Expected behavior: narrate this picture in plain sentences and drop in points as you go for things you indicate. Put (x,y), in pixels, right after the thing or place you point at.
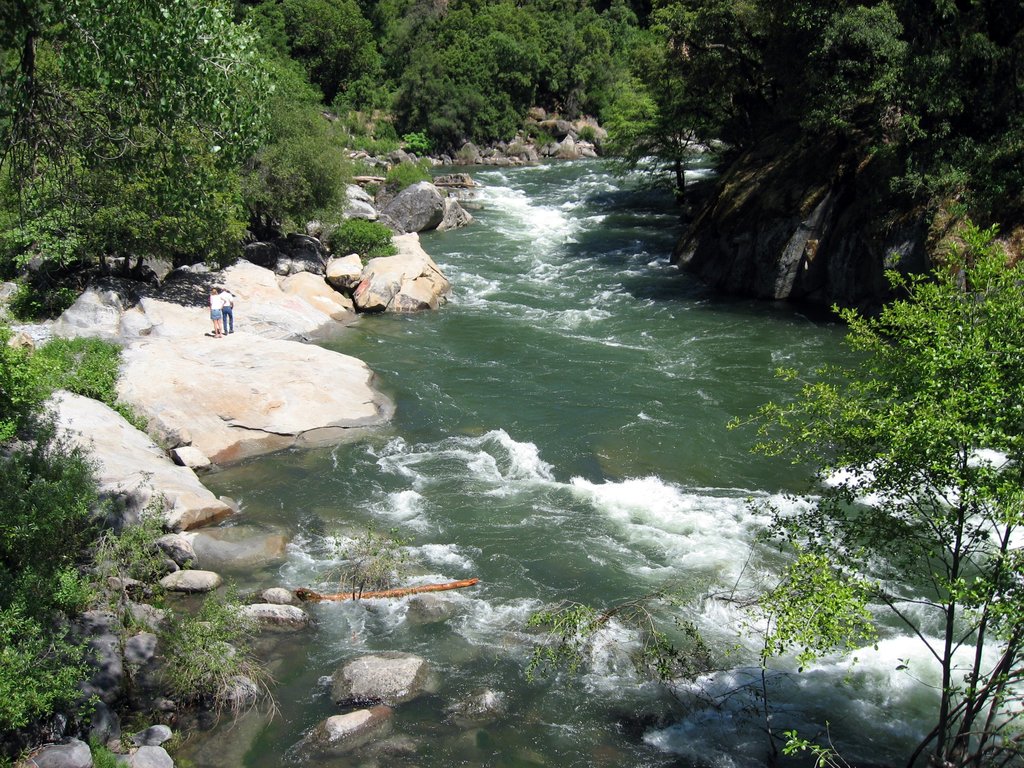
In this picture there is flowing water (478,320) at the center of the image (618,331), and there are trees (251,38) all around the area of the image and there are rocks (335,358) at the left (318,367) and right side of the image (717,235), it seems to be the view of valley (205,670).
